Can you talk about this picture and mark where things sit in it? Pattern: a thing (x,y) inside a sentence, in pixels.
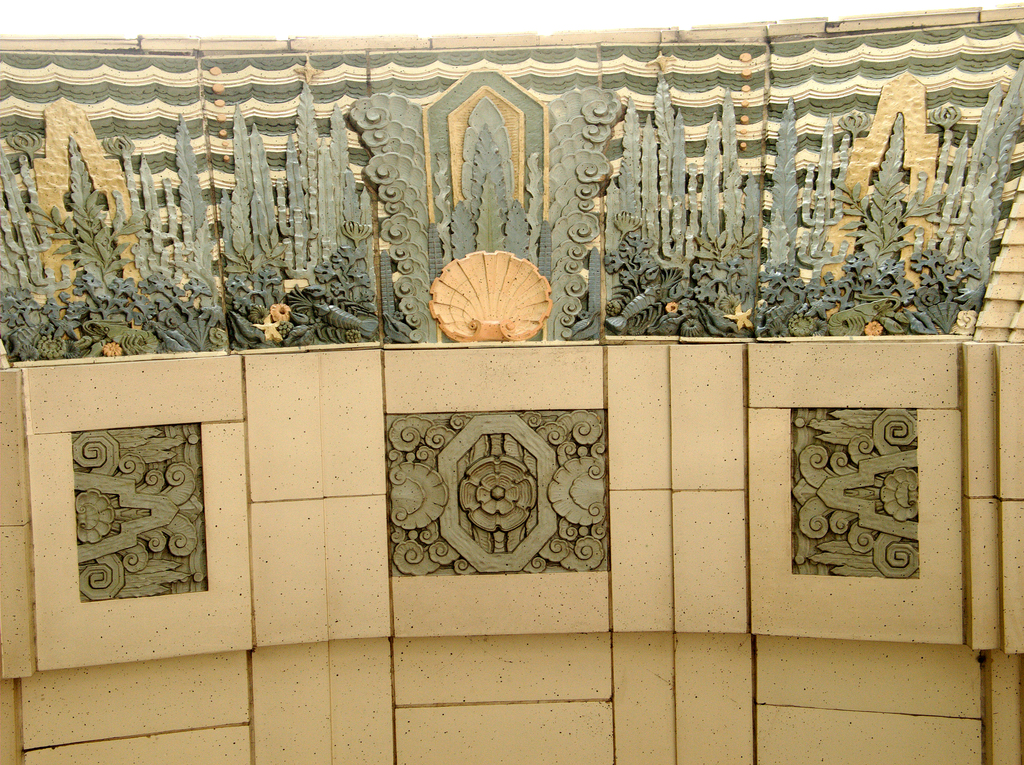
There are different types of tiles (567,523) are attached to the wall (333,525), some of them were plain and some of them are with different designs (483,219).
